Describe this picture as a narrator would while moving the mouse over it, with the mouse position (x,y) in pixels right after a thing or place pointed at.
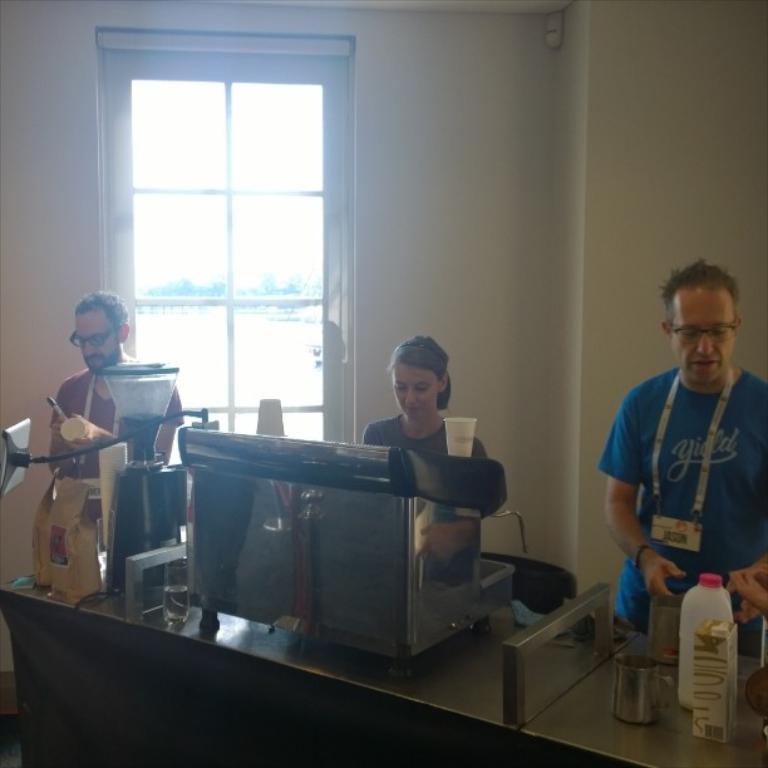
This image of three persons (718,514). It looks like a coffee shop (317,546). In the front (284,589), we can see coffee machines (279,565). On the right (701,602), there is a white color bottle (714,602). In the background (437,155), there is a window (201,145) along with a wall (406,166).
